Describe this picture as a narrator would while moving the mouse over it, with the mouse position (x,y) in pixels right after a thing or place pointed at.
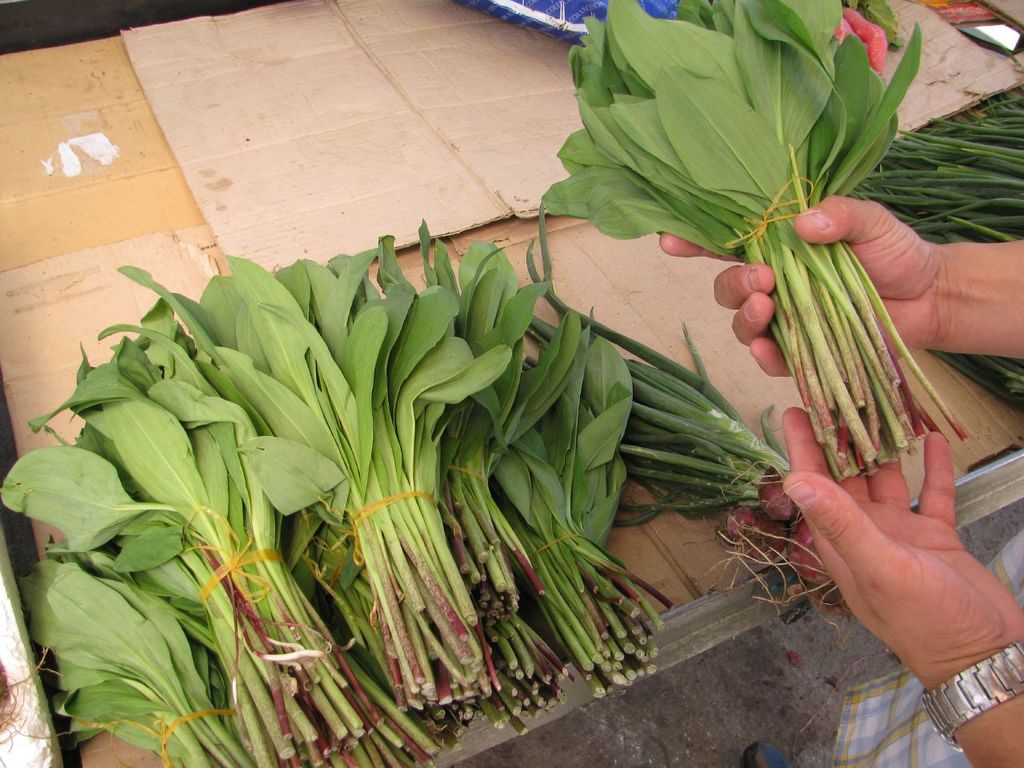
On the right corner of this picture (890,231) we can see the hands (904,255) of a person (873,251) holding green leafy vegetables (767,193) and we can see the green vegetables (535,382) and some other objects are placed on the top of the table (964,471) and we can see some other objects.
